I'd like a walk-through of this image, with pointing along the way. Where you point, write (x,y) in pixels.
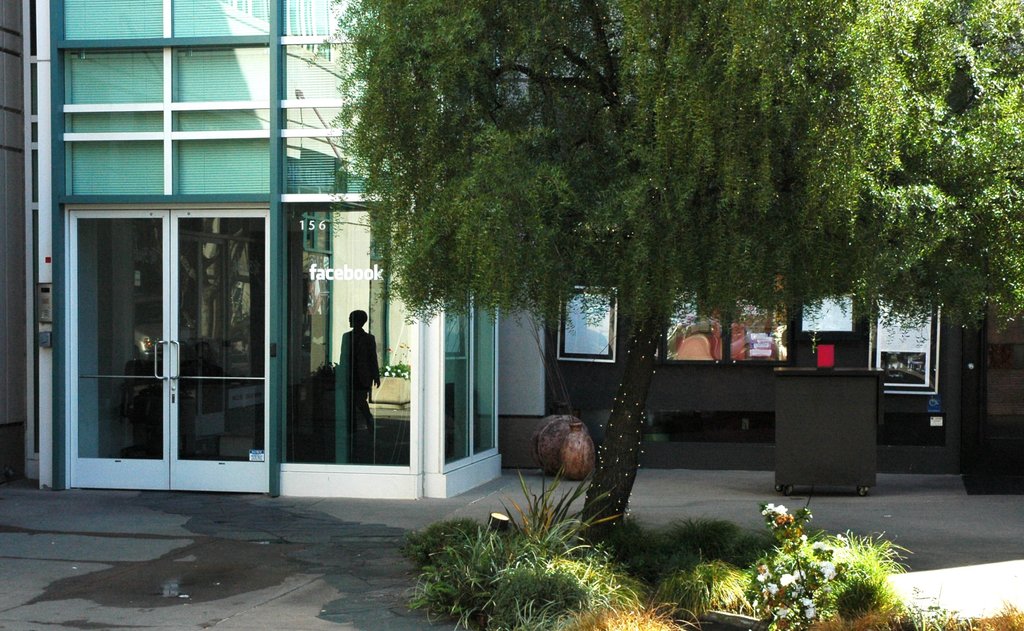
In this image there are buildings (118,139) and a tree (672,241). At the bottom (595,561) there is grass (642,582) and we can see flowers (802,572). On the right (829,370) there is a table (854,384) and we can see an object (820,361) placed on the table (833,384). There are flower pots (569,447) and we can see a reflection (369,435) of a person (353,381) on the glass (358,410).
